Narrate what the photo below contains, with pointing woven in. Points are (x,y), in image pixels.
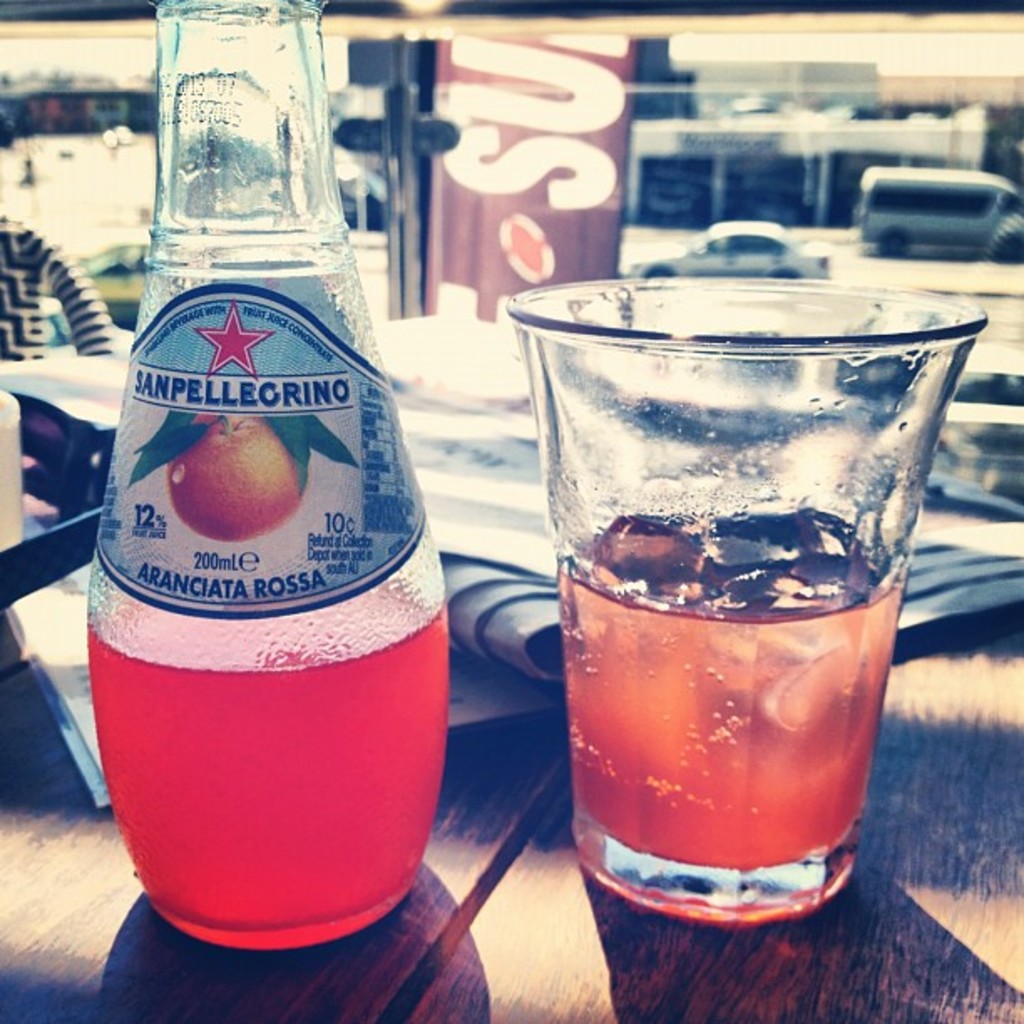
In this picture I can observe a bottle (232,678) and glass (618,685) placed on the table (504,785). I can observe some papers (482,463) on the table (62,878). In the background (683,271) I can observe some vehicles (665,271) moving on the road (978,262).
